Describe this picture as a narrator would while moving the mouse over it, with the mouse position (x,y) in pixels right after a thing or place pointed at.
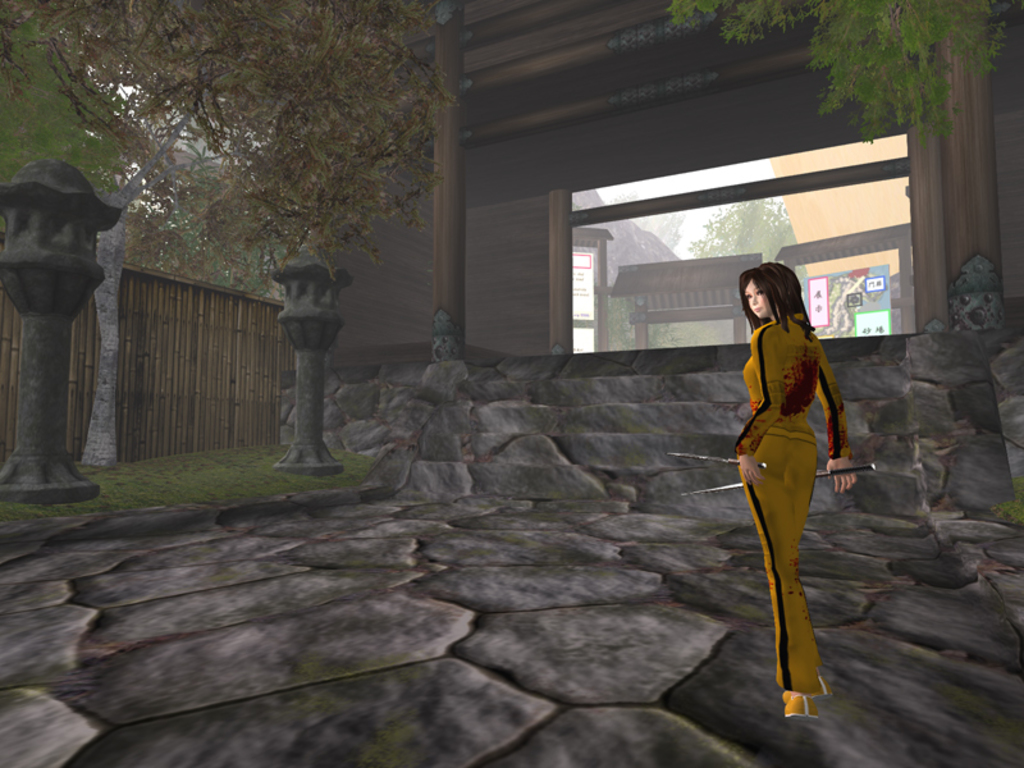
In this image we can see an animated picture of a woman (792,368) holding blades (819,472) in her hand (754,463). In the background (648,284), we can see a window (622,308), a gateway (646,303), statues (46,290), a group of trees (208,229), poles (447,176) and a fence (184,344).
